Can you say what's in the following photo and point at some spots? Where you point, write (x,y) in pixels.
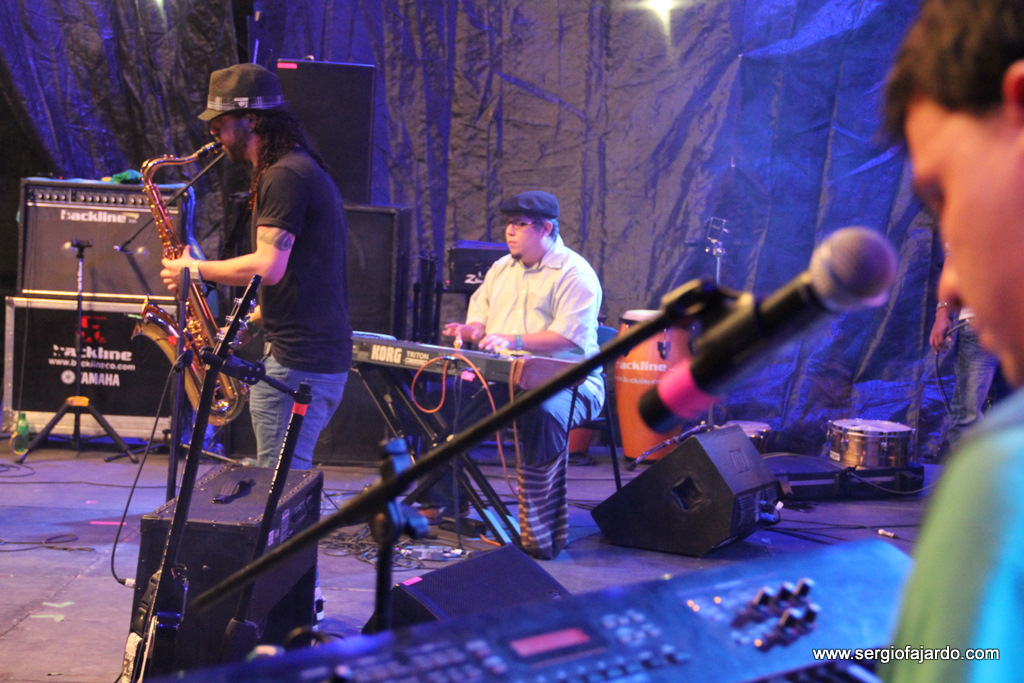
In this image I see 4 men (997,50) and all of them are near the musical Instruments (168,319). In the background (128,214) I see the light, speakers (361,424) and the equipment (250,371).
